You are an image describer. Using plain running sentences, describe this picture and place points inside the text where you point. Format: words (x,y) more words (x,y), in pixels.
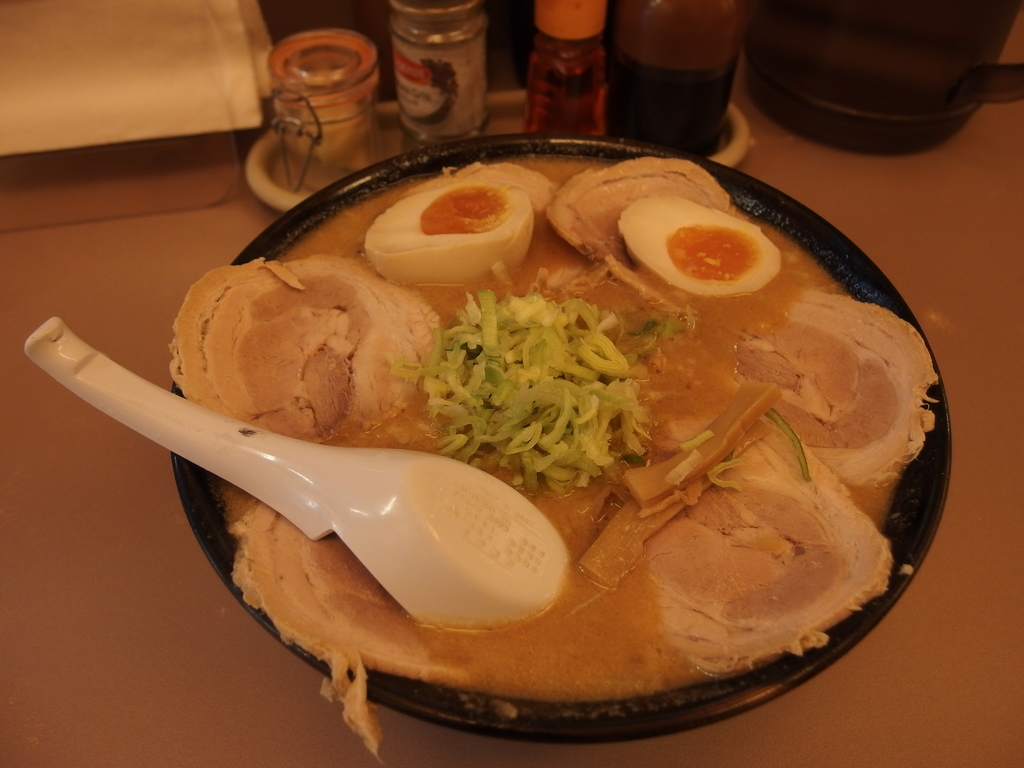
In this image I can see the food (766,367) in the bowl (895,553). The food (652,298) is in yellow, white, green and cream color and I can also see the spoon (219,460) in white color. In the background (580,53) I can see few glass bottles (449,59) in the tray (295,193).
